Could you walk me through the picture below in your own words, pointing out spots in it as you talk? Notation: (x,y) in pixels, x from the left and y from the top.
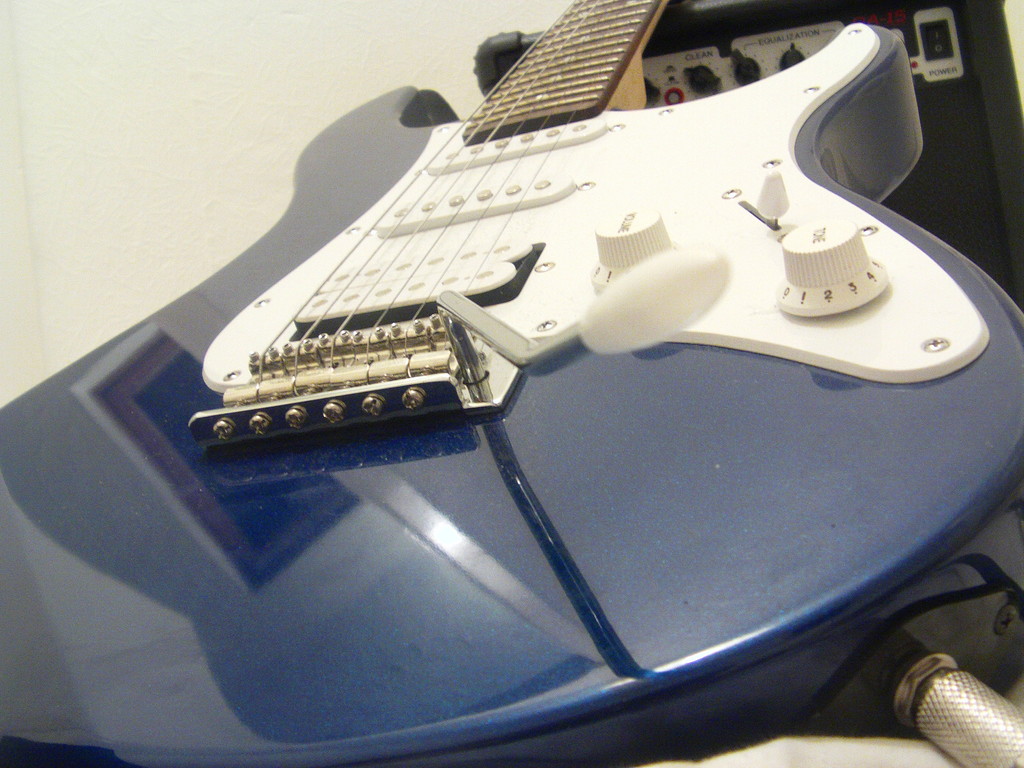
In the picture there is a blue guitar (479,437). In the background (177,104) there is a white wall (211,131).
